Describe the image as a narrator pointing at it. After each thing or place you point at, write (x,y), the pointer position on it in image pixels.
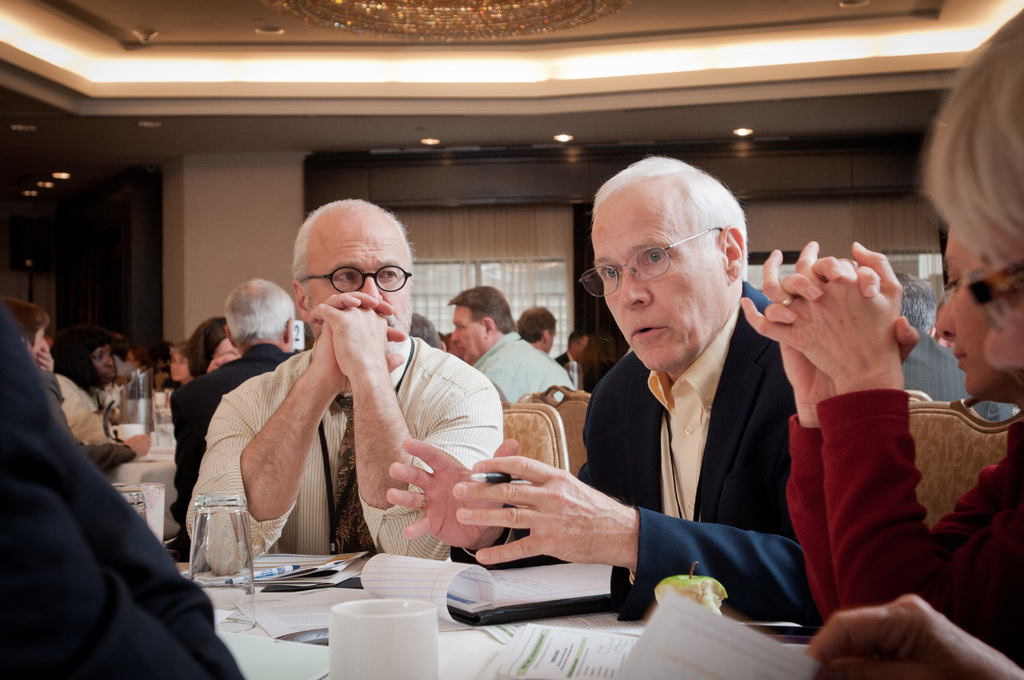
At the top (687,25) we can see the ceiling (642,15) and the lights (774,51). In the background (570,187) we can see the wall (308,212) and it seems like a glass window (553,281). In this picture we can see the people (639,310) sitting on the chairs (988,452). This picture is mainly highlighted with the people (440,392) sitting on the chairs (932,506), it seems like they are discussing and on the table (469,679) we can see papers (666,647), glass (247,557), cup (428,651), a fruit (701,593) and a pen (283,571). On the left side of the picture (128,426) on a table (158,451) we can see a jar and a cup (121,438).
